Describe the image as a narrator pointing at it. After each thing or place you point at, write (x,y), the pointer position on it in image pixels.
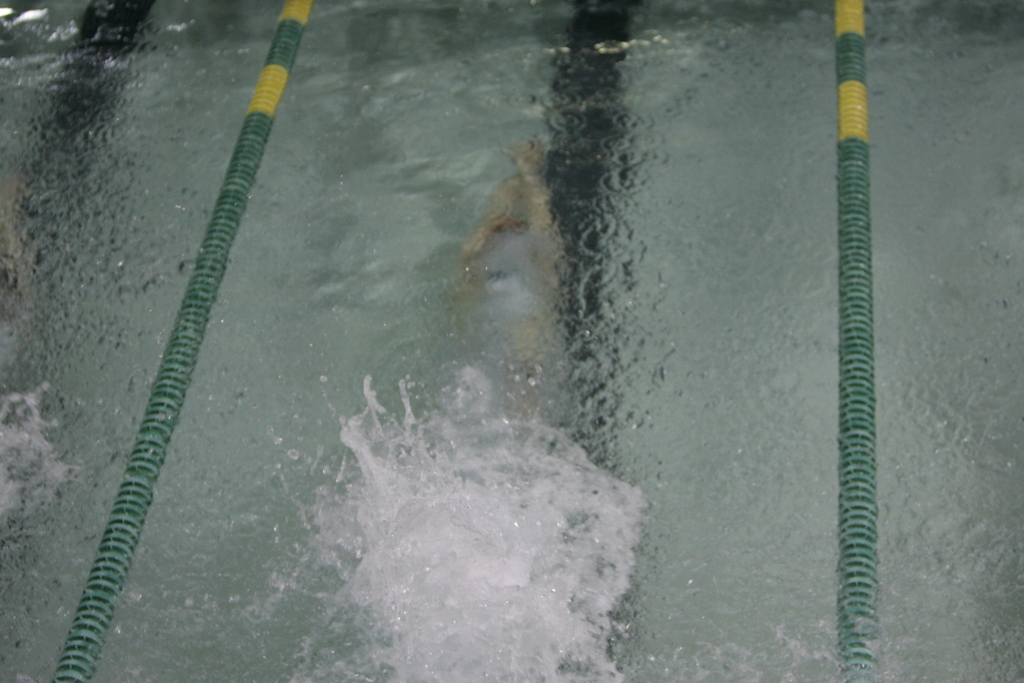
In this picture we can see water (724,594), there is a person (513,389) swimming in the water (707,572).
